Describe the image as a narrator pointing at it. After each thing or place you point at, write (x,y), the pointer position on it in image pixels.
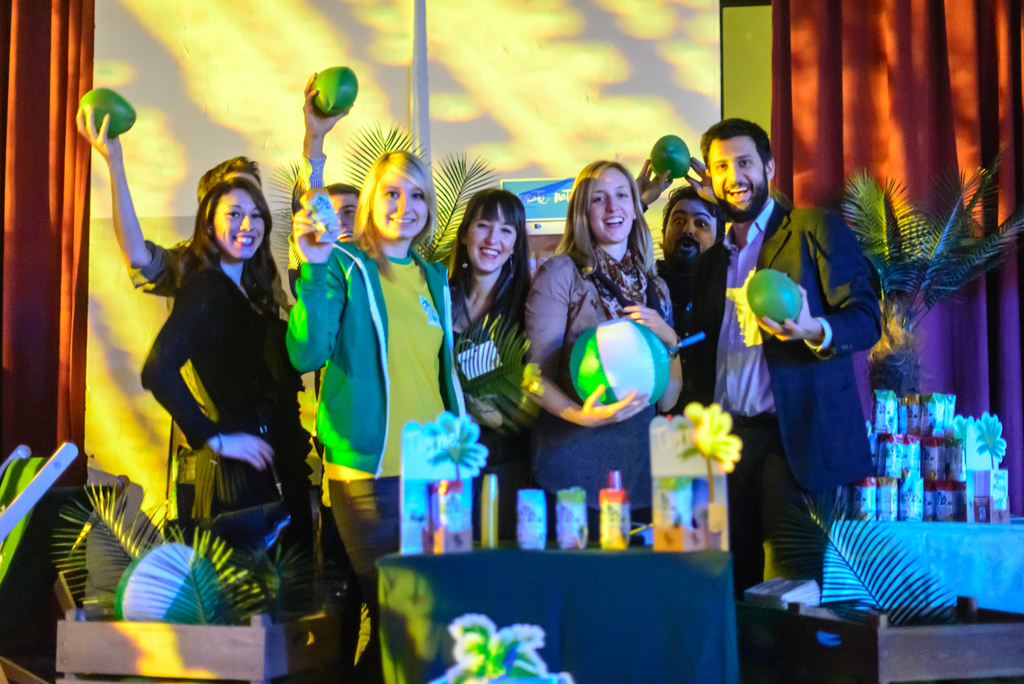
Here there are four women (428,268) and four men (349,228) standing and all the men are holding a same object (318,106) in their hands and two women (394,217) are holding a tin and a ball (634,376) in their hands (592,396). In the background (184,76) there is a wall (467,45), curtains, house plants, chair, on a table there are posters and small bottles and on the right (942,413) there are small tins (910,452) on a table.
